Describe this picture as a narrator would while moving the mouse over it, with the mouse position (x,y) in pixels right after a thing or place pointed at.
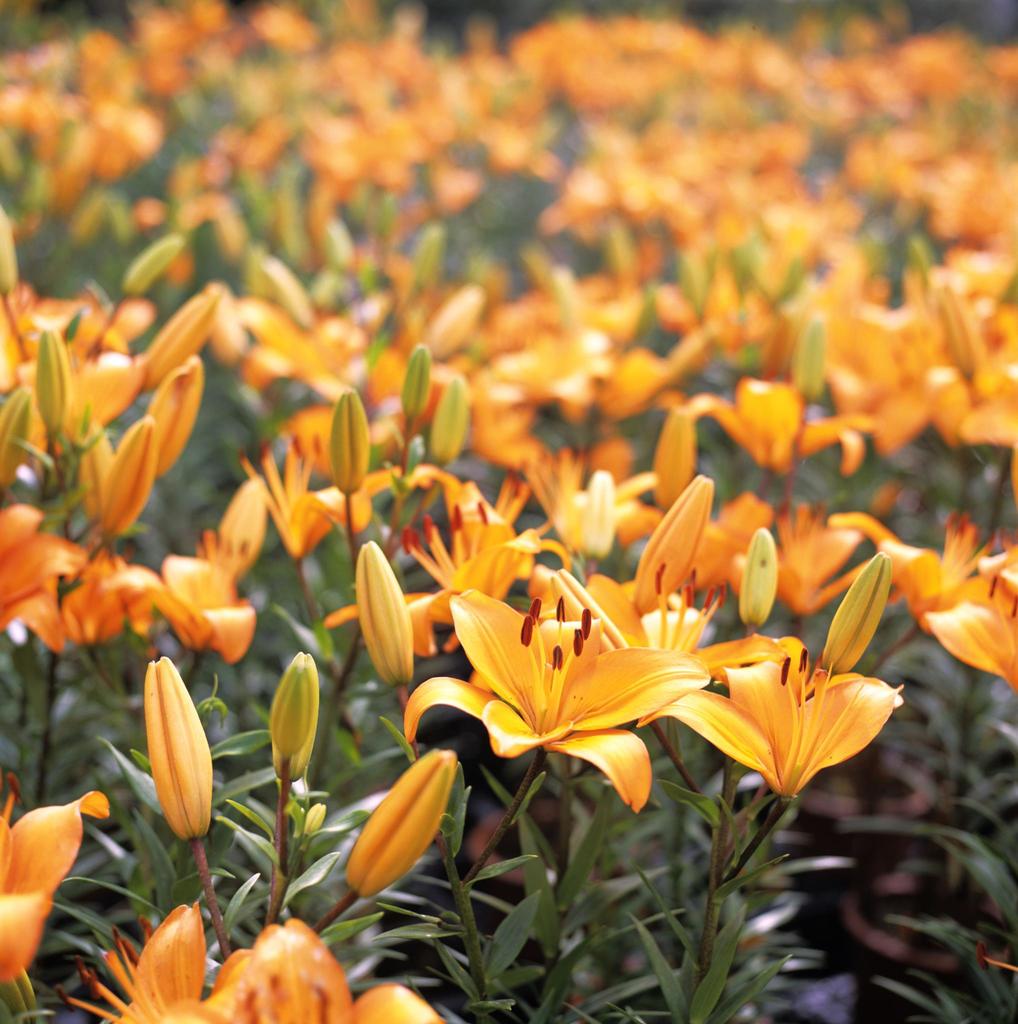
In this image I can see number of orange colour flowers (485,395), buds (453,329) and plants (333,687). I can also see this image is little bit blurry in the background (475,298).
